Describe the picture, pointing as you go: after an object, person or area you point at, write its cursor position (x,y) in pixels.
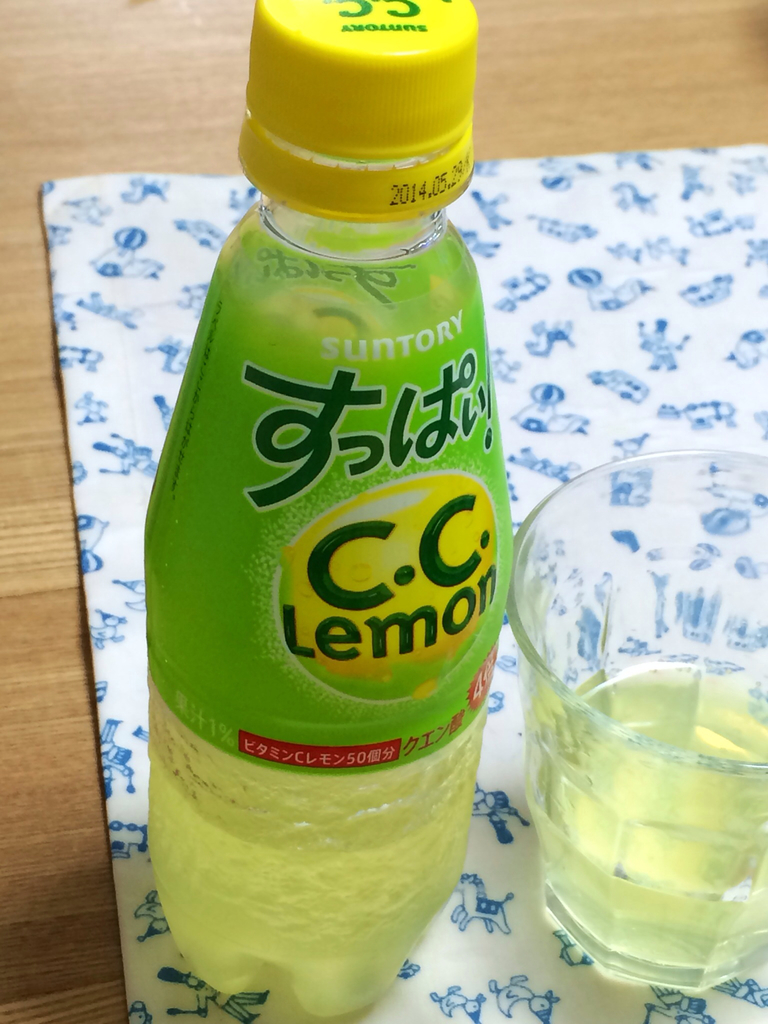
This is a wooden table (38,100) where a cloth (81,483), a lemon bottle (277,604) and a glass (659,774) are kept on it.
